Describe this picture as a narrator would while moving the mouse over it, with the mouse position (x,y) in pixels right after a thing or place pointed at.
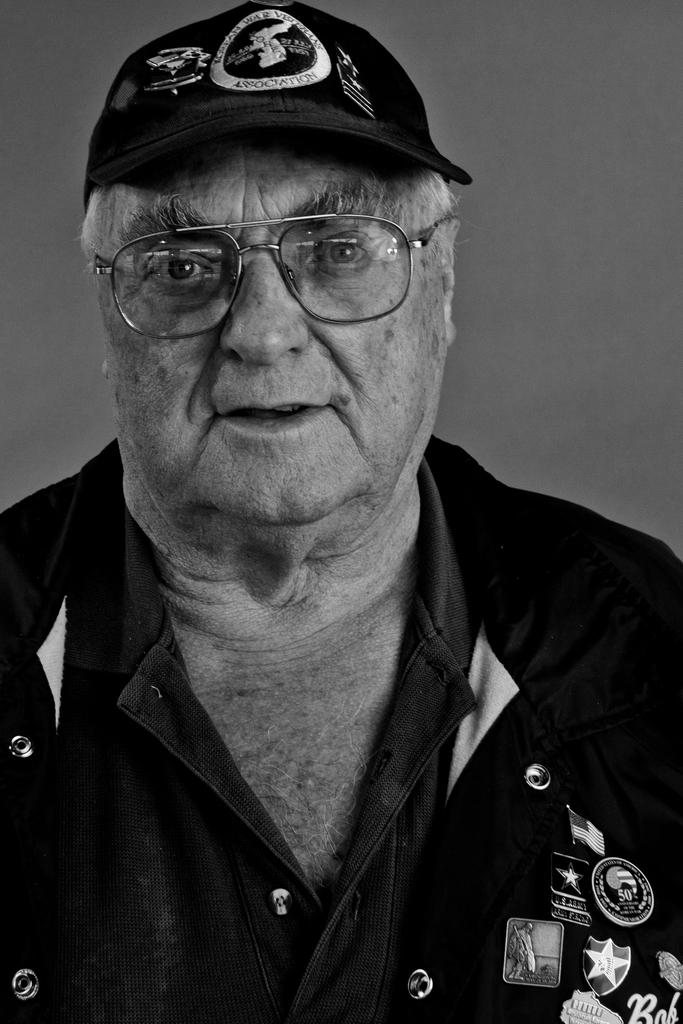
This image consists of a man (287,809) wearing a black shirt (183,884) and a black cap (277,3). The background (613,44) is gray in color.
